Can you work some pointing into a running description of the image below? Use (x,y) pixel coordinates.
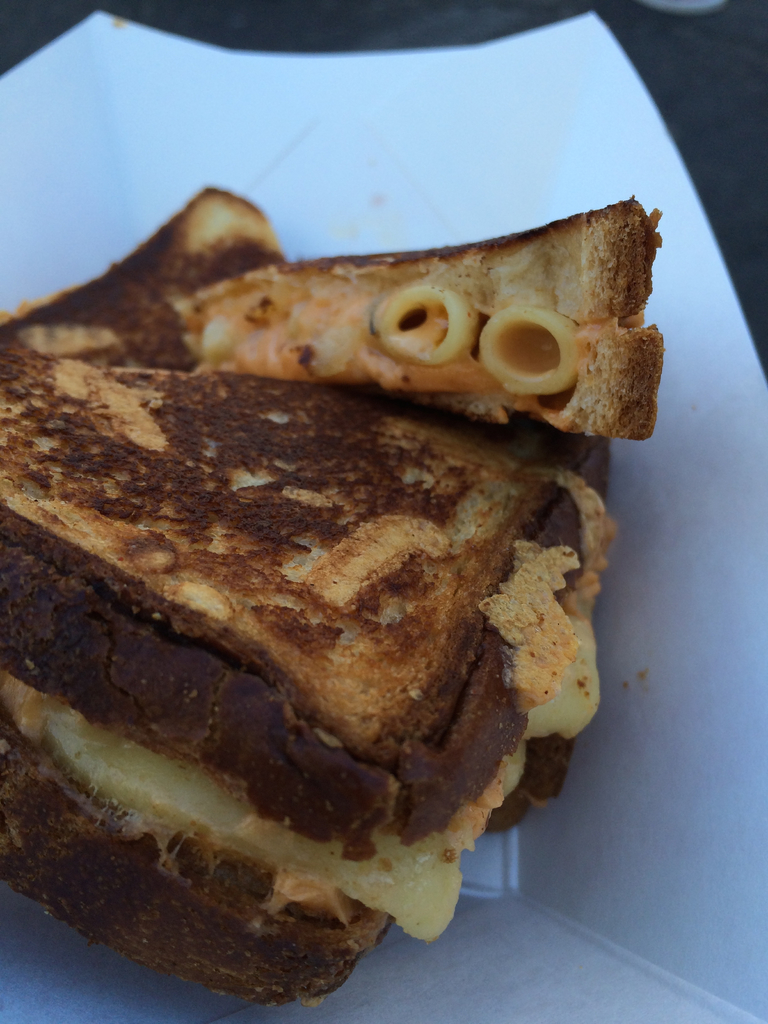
In this image we can see a sandwich (174,871) in a white color plate (648,704).
